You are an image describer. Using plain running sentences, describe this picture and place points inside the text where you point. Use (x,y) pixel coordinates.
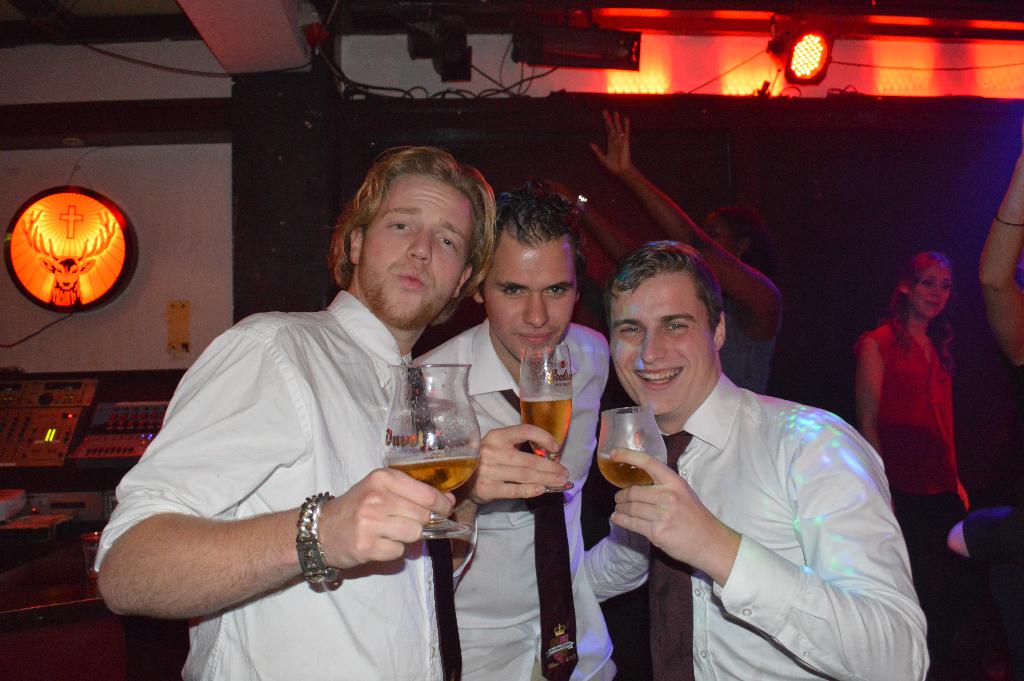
There are three persons (430,276) wearing white shirt (515,658), brown tie (671,623) is holding glasses (563,421) with beer (549,411). Left side person (318,513) is wearing a watch (306,538). In the background (746,312) there are some persons (886,389), wall (836,147), lights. On the wall (167,214) there is a decorative item (61,254) and there are some instruments (63,453) kept.
